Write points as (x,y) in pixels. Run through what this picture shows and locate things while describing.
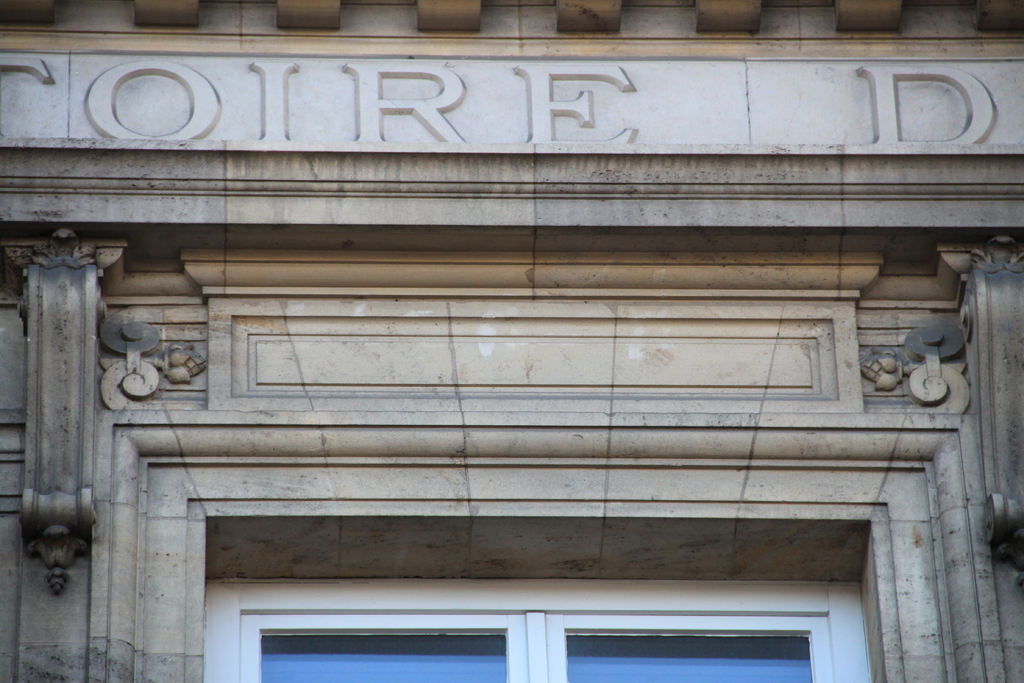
In this image I can see a building (569,431). At the bottom of the image (469,659) I can see a window (535,635).
